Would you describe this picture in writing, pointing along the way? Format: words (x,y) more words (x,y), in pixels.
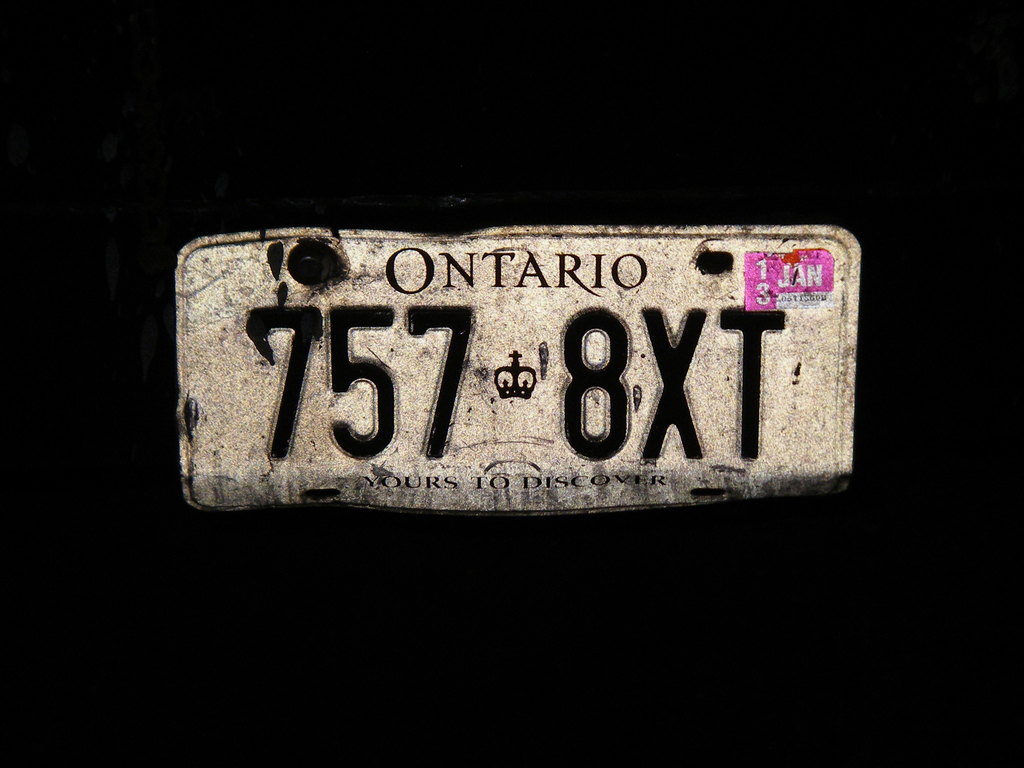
In this image we can see a board (719,353) with some text (453,314). The background of the image (166,96) is black in color.
